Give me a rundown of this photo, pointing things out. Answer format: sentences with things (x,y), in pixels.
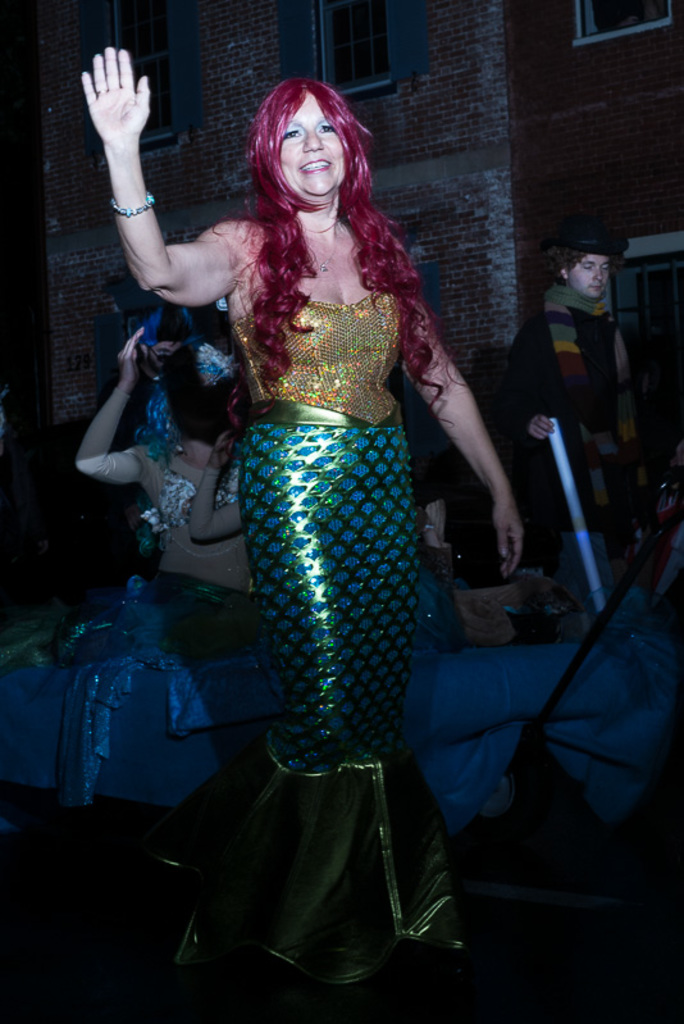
In this image, we can see people (287,225) wearing costumes (336,662) and in the background (381,72), there is a building (486,139) and we can see a person (572,406) holding an object (568,496) and wearing a cap (593,239) and a scarf (571,344) and there are cloths (554,730).
